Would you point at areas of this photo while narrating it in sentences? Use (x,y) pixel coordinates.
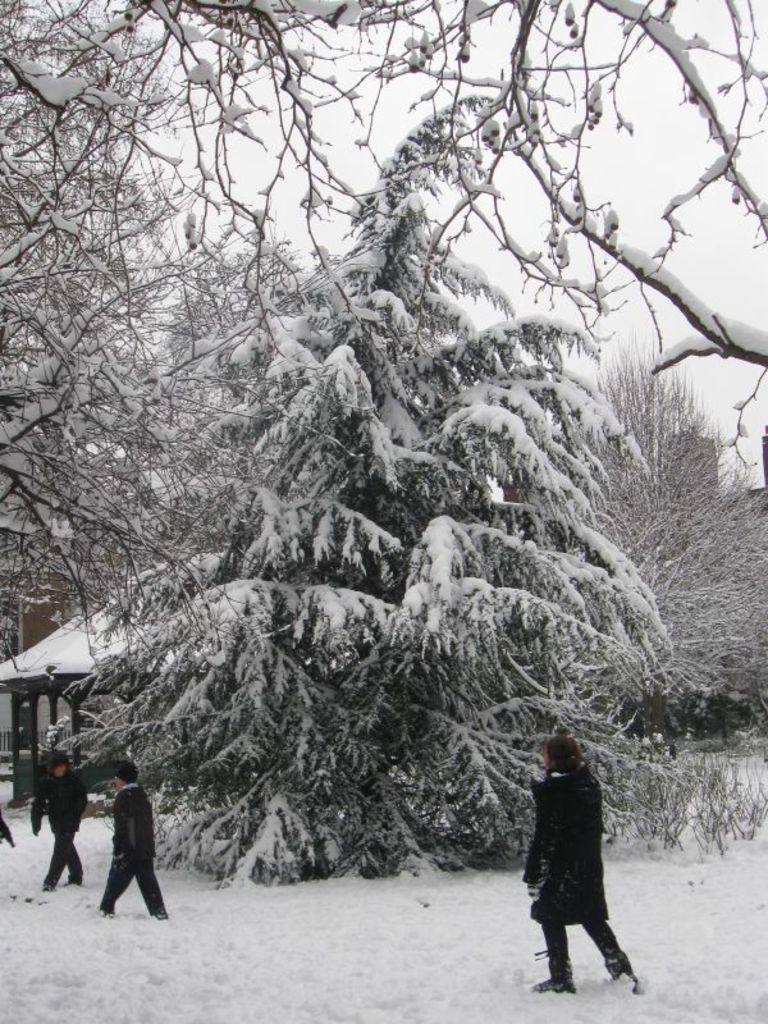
In this image we can see trees (389,668), there is snow (513,706) on it, here are the persons (547,942) standing, at above here is the sky (240,155).
